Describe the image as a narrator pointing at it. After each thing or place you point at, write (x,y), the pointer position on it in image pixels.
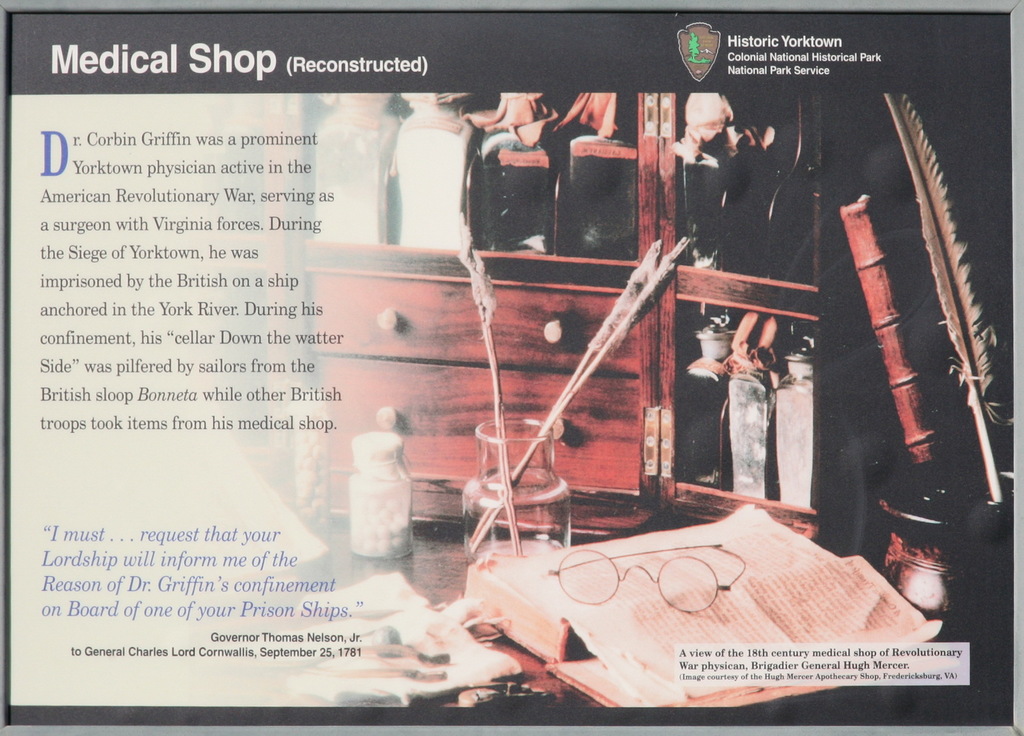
This image consists of a board (190,111) or a frame (760,493). In which, we can see a book (510,607) along with spectacles (585,598). And there are drawers (531,327) and cupboards (527,229). On the right (954,559), there is an ink pot (941,572). On the left (180,366), there is a text (82,619). In the middle (510,470), there is a jar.
